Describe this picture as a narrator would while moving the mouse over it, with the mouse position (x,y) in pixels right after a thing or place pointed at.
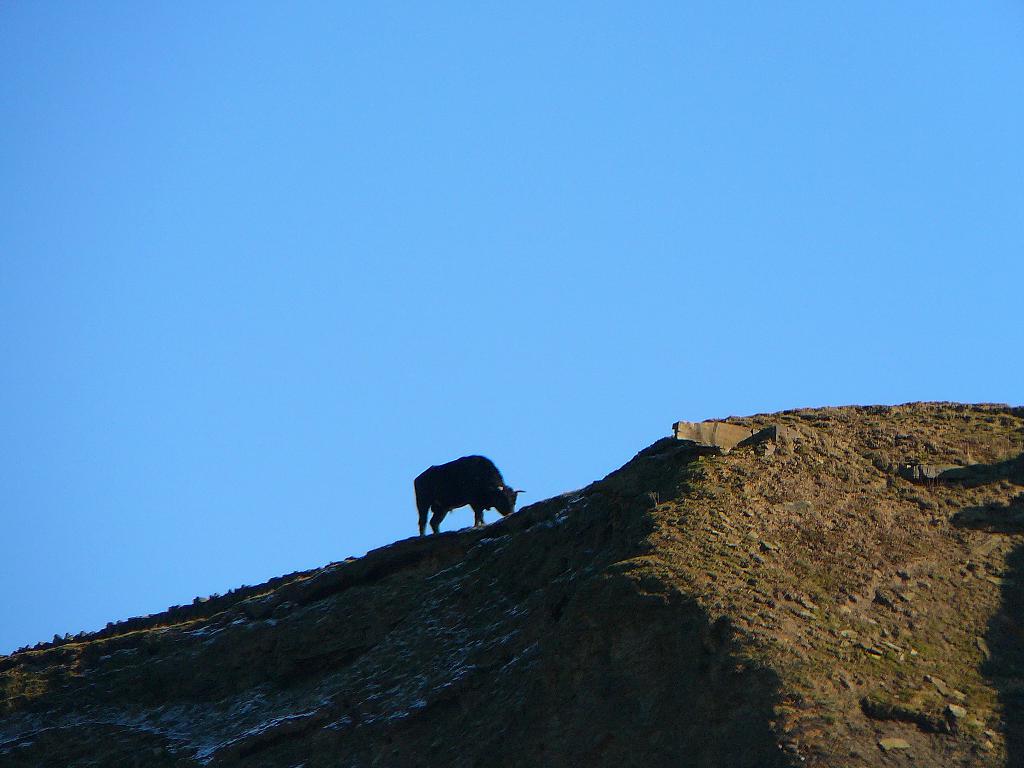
In this picture, there is a hill (793,610) with grass (632,563). On the hill (557,518), there is an animal (481,515). On the top (423,191), there is a sky (376,319).
